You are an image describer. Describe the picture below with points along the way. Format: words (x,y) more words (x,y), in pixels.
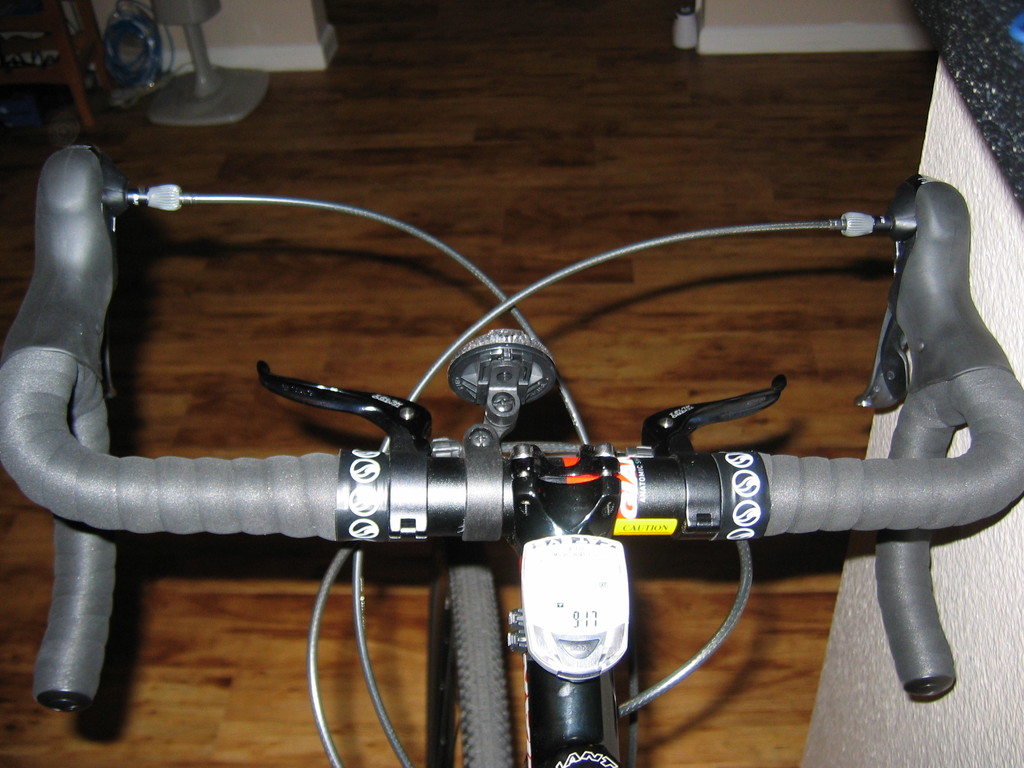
In this image we can see a handle (76,357) of a bicycle (526,462). In the background (878,173) there is a floor (459,188) and we can see things (152,105) placed on the floor (171,154). On the right (970,558) there is a wall (971,206).
